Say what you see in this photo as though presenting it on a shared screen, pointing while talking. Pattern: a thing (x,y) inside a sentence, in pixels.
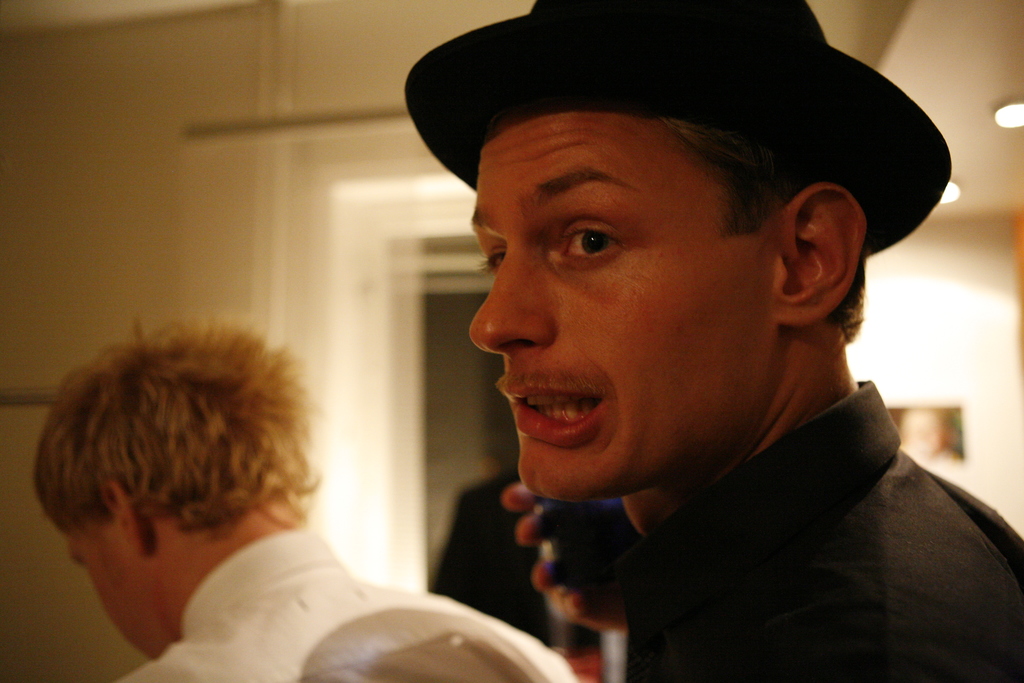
In this image there are a few people (531,428), one of them is holding an object (622,507) in his hand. In the background (890,394) there is a wall (5,418). At the top of the image (947,111) there is a ceiling (1000,136).
